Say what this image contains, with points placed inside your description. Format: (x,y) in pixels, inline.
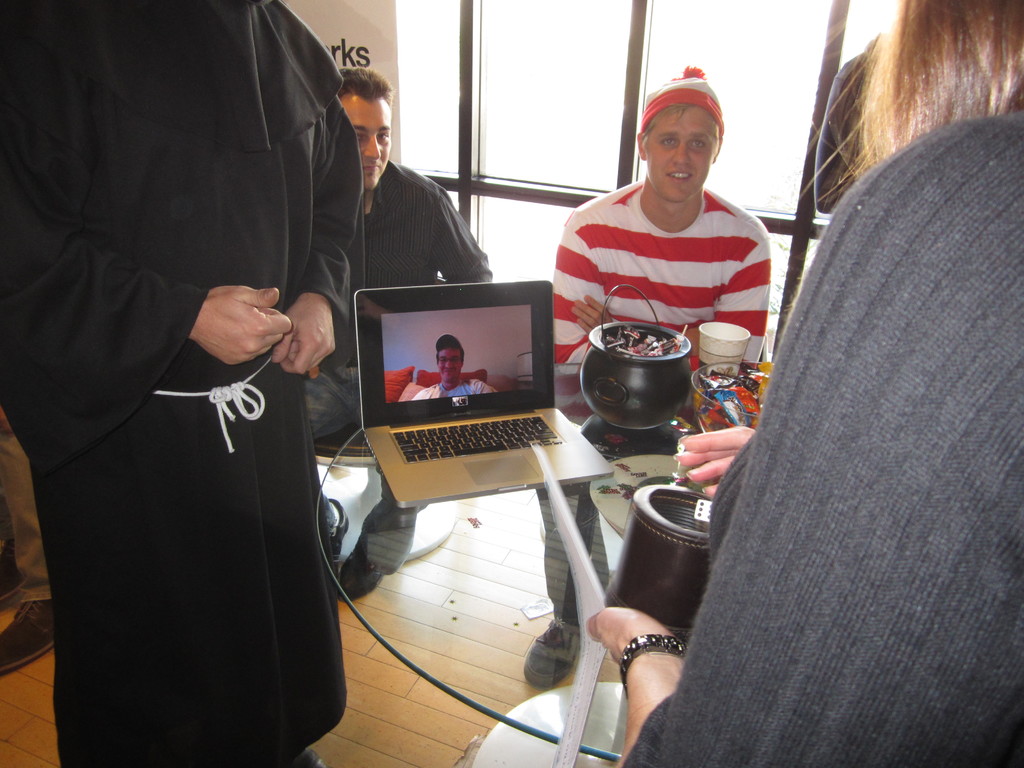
Here we can see few persons (728,444) and two of them are sitting on the chairs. There is a table (502,641). On the table (537,615) we can see a laptop (533,464), bowls (659,359), and a cup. In the background (557,144) we can see glasses (494,162).
